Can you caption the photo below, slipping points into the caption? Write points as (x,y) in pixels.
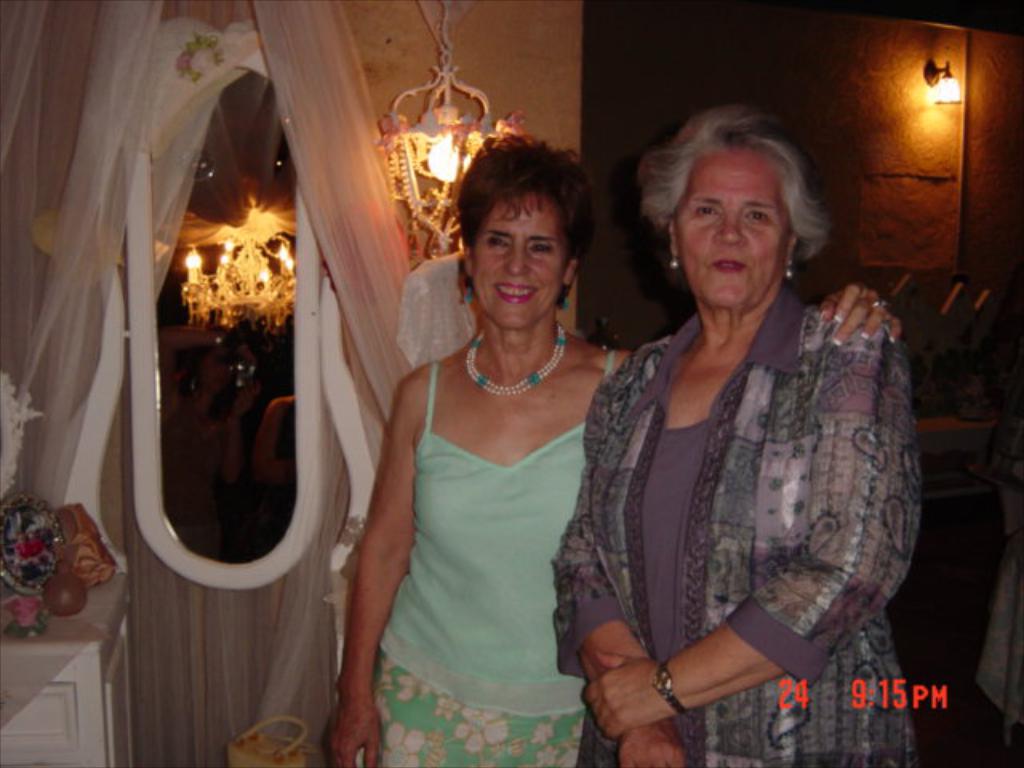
In this picture we can see two women (636,578), they are smiling, here we can see a wall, curtains (291,675), chandeliers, lights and some objects (970,481), here we can see some text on it.
